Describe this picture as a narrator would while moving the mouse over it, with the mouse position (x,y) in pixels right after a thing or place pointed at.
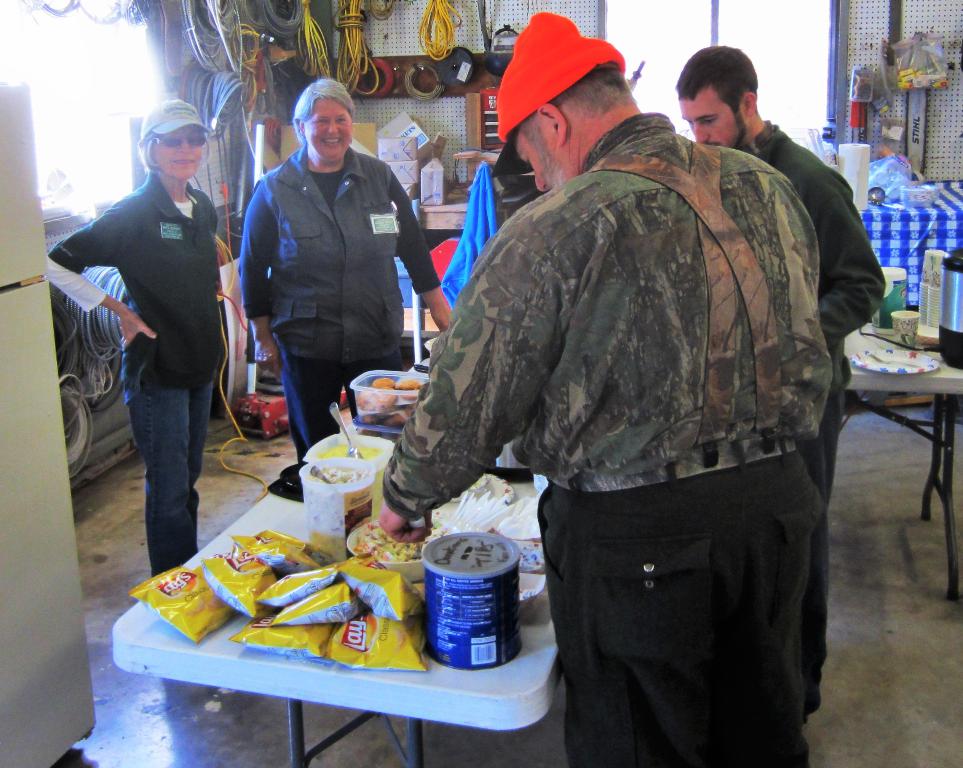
There are four people (320,203) standing. This is a table (212,660) with the chip packets (310,586), tin (459,580), bowls (356,533) and few other things (316,516) on it. These are the ropes (343,64), which are hanging on the wall (396,30). Here is another table (911,224), which is covered with the cloth (891,244). I can see a flask (942,306), paper cups (909,327) and few other things (894,359) are placed on the table (890,383). On the left side of the image (21,406), that looks like a refrigerator (21,466). In the background (639,35), I think this is a window (759,25).
